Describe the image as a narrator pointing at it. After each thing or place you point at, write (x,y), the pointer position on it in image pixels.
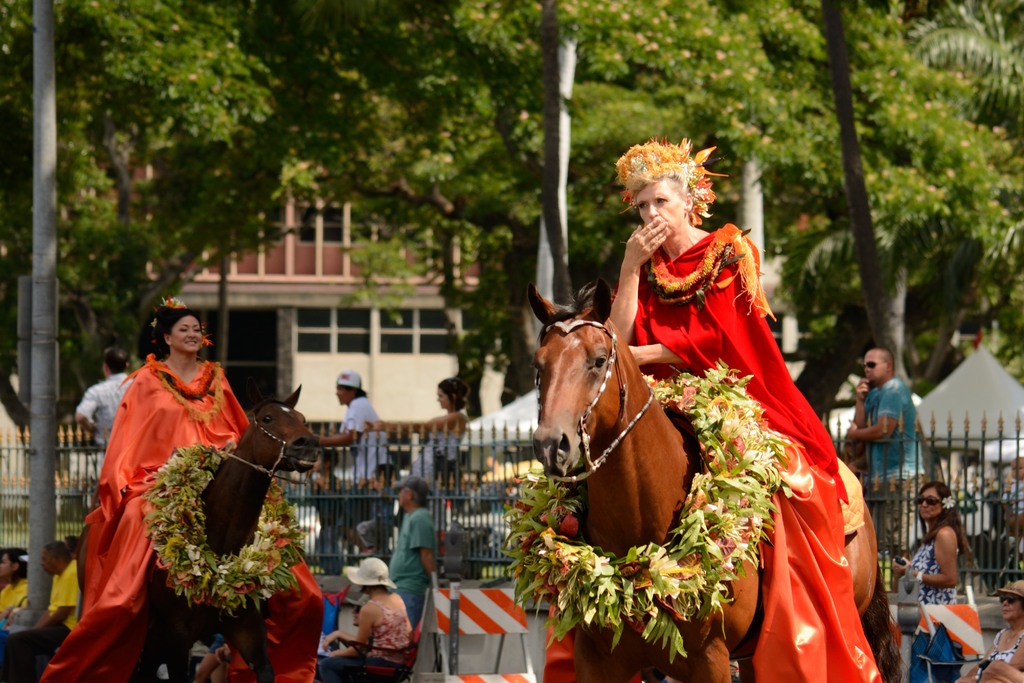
In the foreground of this image (718,486), there are two women (192,402) on the horse (683,493). In the background (1016,643), there are few people (1002,636) sitting on the chairs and few (424,553) are standing. We can also see a railing (428,456), few poles (53,158), trees (658,133), tents (928,414) and a building (297,266).
